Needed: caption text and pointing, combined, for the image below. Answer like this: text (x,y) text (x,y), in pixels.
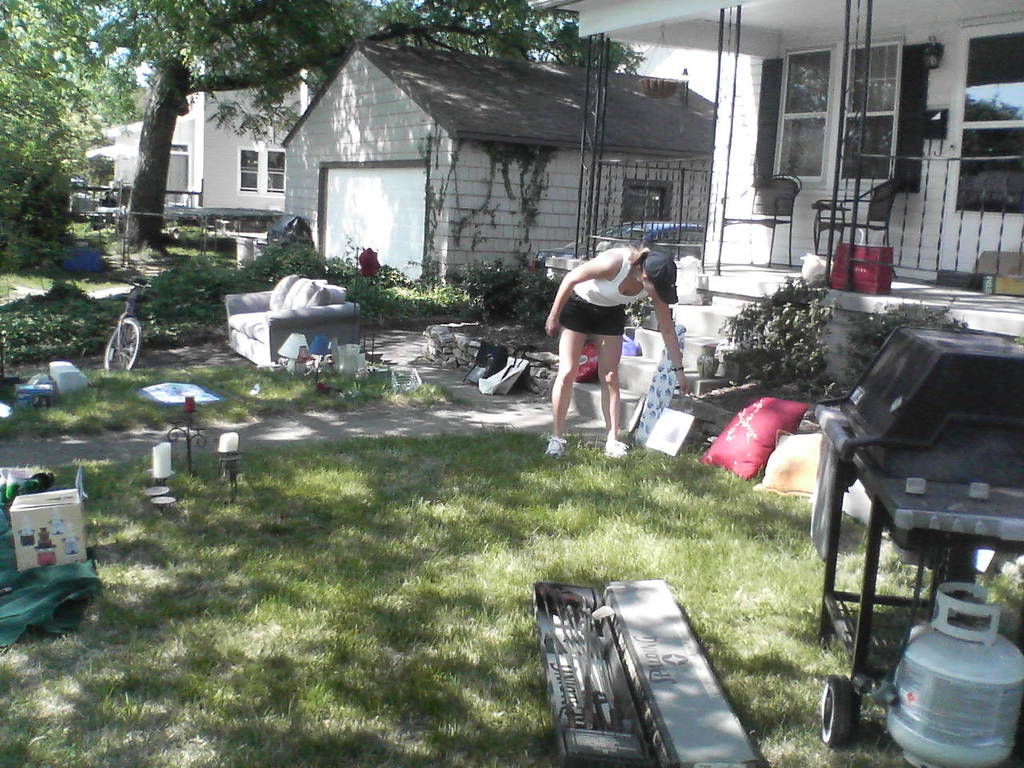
In this image we can see one person (659,270) in a bending pose. And we can see the houses (323,122), buildings (379,164). And we can see the windows (844,160). And we can see the grass (127,521) and trees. And we can see sofas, bicycles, chairs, lights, flower pots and some other objects (68,539).
